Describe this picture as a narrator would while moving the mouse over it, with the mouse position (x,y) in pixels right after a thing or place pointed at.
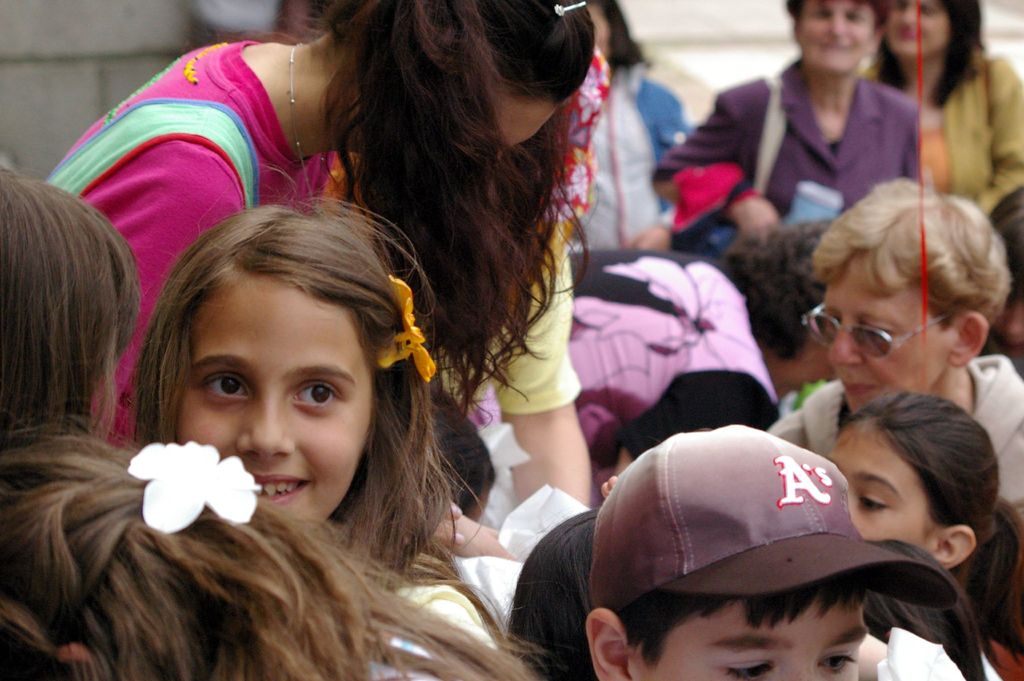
As we can see in the image there are group of people (519,290) here and there and there is a wall (35,148).
